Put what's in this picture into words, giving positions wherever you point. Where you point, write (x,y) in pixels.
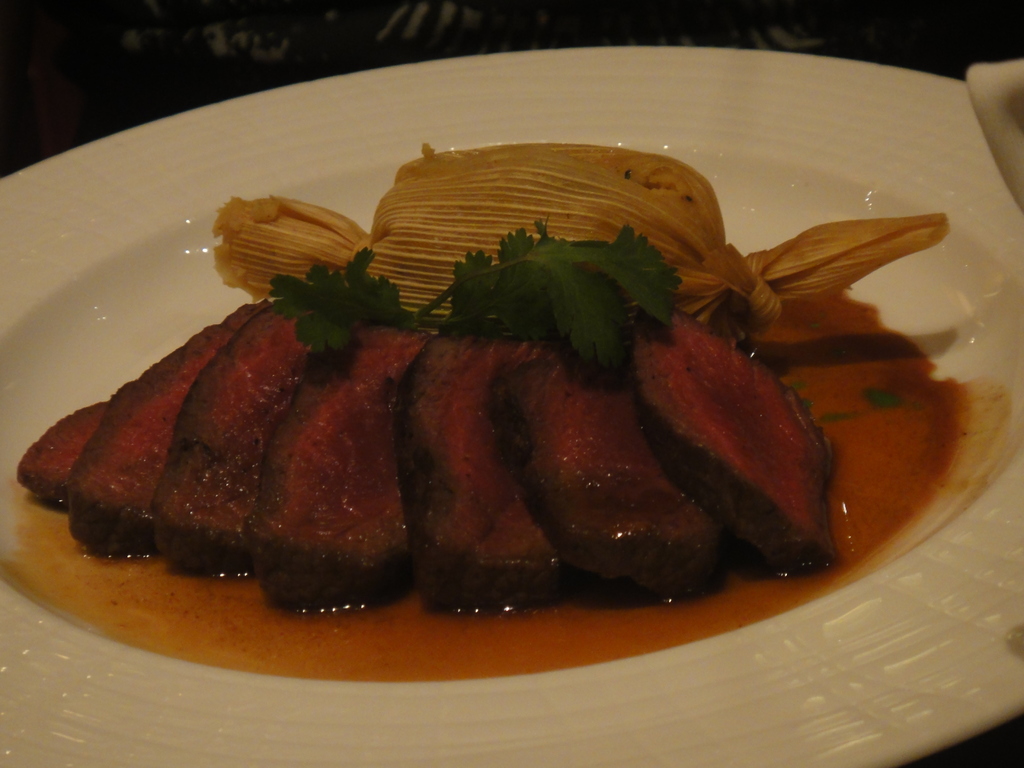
In this picture I can see the sliced beef pieces (300,484), cilantro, sauce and other food item (811,273) in a white plate (819,683). This plate (731,705) is kept on the table (13,145).
